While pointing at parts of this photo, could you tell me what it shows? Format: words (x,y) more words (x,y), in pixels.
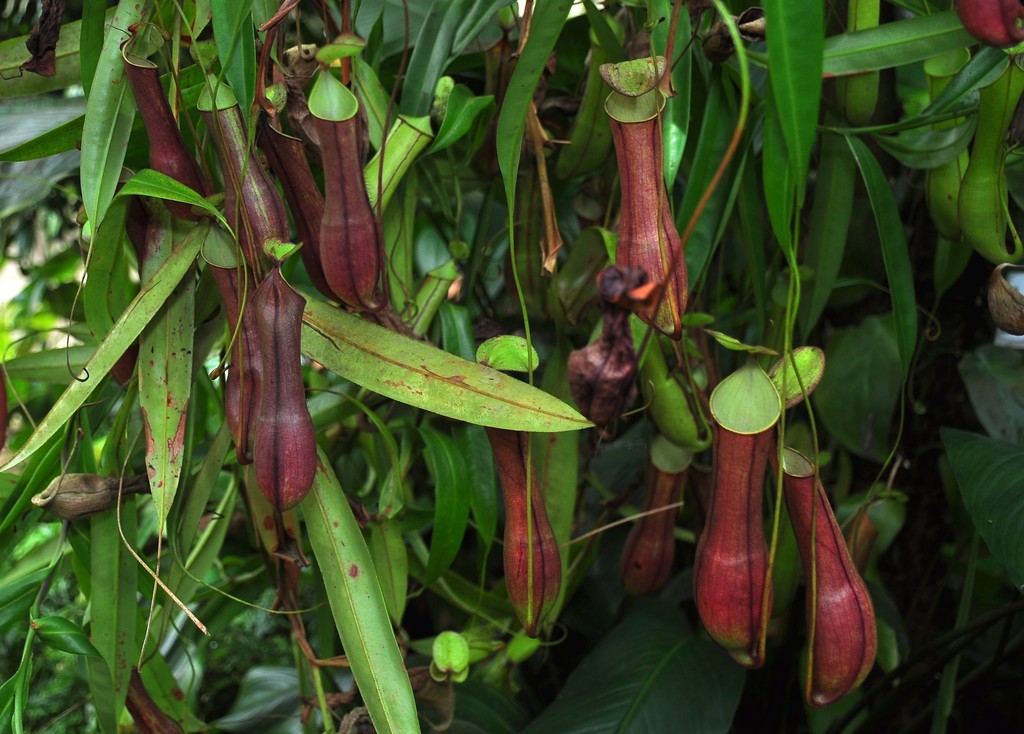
In the foreground of the picture (662,181) there are pitcher plants (853,614). The background (52,246) is blurred.
